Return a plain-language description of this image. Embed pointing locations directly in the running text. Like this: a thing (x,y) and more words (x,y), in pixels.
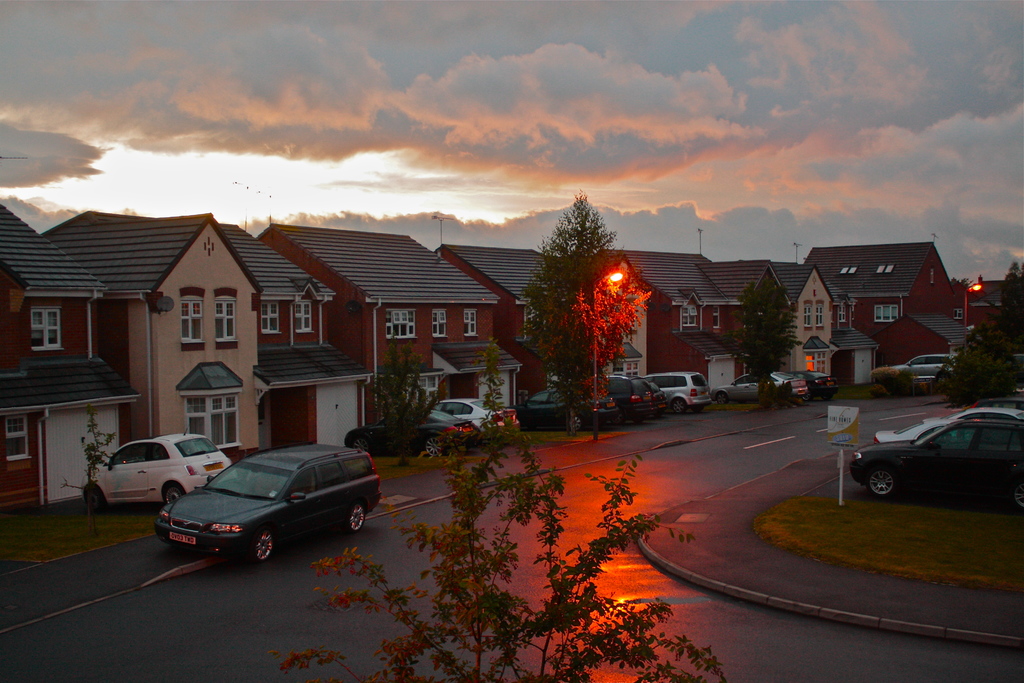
In this picture we can see vehicles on the road (386,527), here we can see houses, trees (541,491), street lights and some objects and we can see sky (884,69) in the background (853,60).
